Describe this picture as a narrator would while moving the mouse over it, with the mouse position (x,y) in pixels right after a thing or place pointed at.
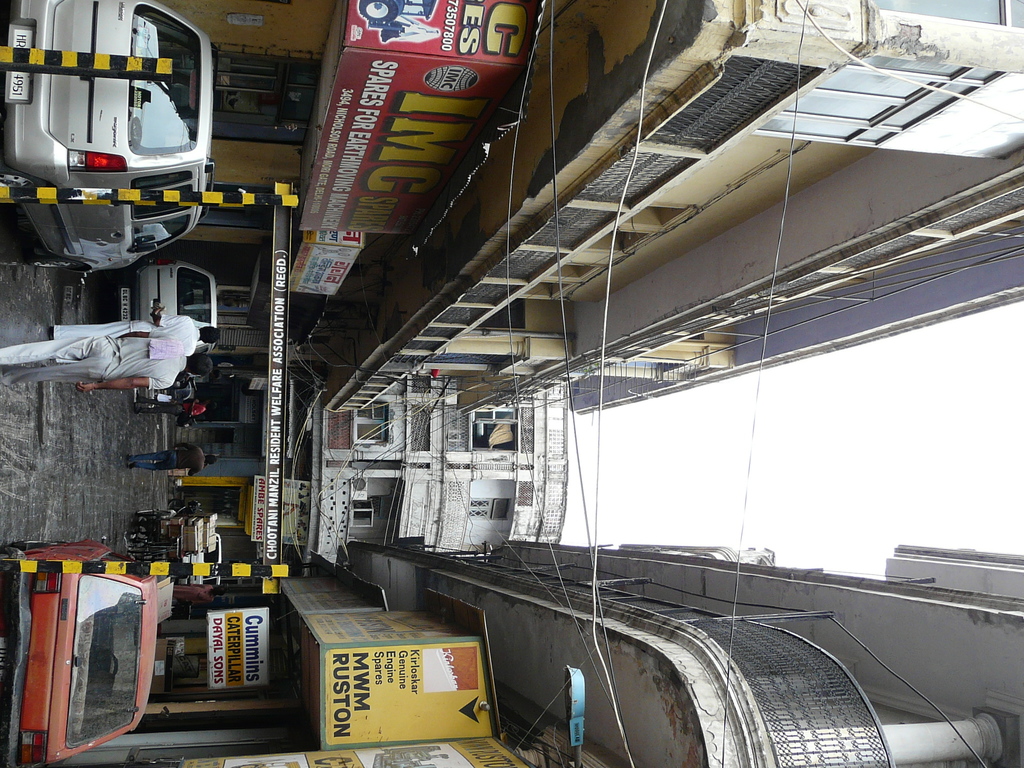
In the foreground of this image (165,483), on the left (105,533), there are people (133,380) walking on the path (64,455) and on either side to it, there are poles (128,202), banners (224,661), vehicles (145,308) and the buildings (562,239). In the background (477,463), there is a building (482,463) and on the right (903,419), there is the sky (903,419) and few cables (599,487).
